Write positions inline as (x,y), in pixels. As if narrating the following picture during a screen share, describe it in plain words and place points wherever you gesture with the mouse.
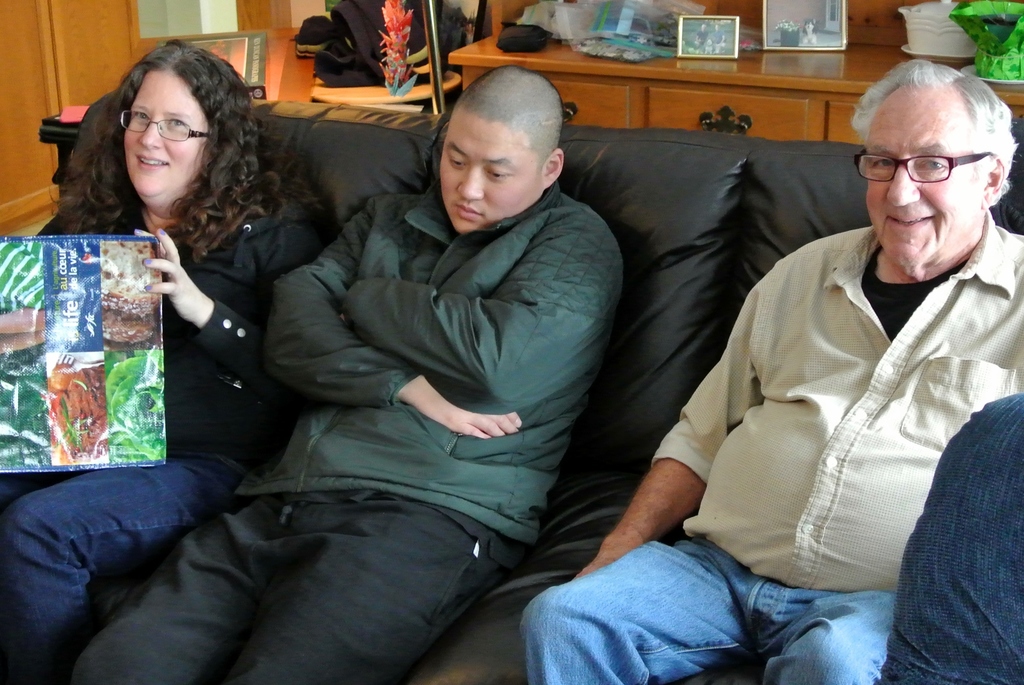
In the image there are two men (439,341) and a woman (170,119) sitting on black sofa (672,208) and behind them there is wooden table (675,79) with photographs (797,41) in it, on the left side (78,19) there is a cupboard (44,47).
